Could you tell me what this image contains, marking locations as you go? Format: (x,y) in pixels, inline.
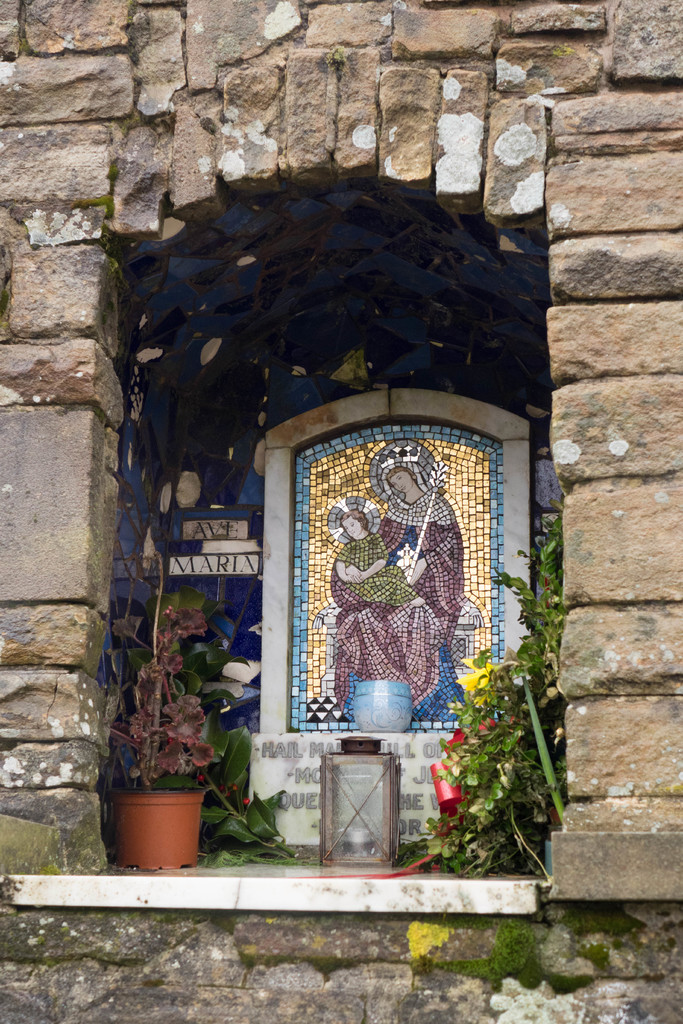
In this image, I can see goddess (423,641) with a child (398,590), which is made with the pieces of tiles (323,485). There are plants (150,685), a flower pot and a glass lantern (323,858) in a wall (100,537).
